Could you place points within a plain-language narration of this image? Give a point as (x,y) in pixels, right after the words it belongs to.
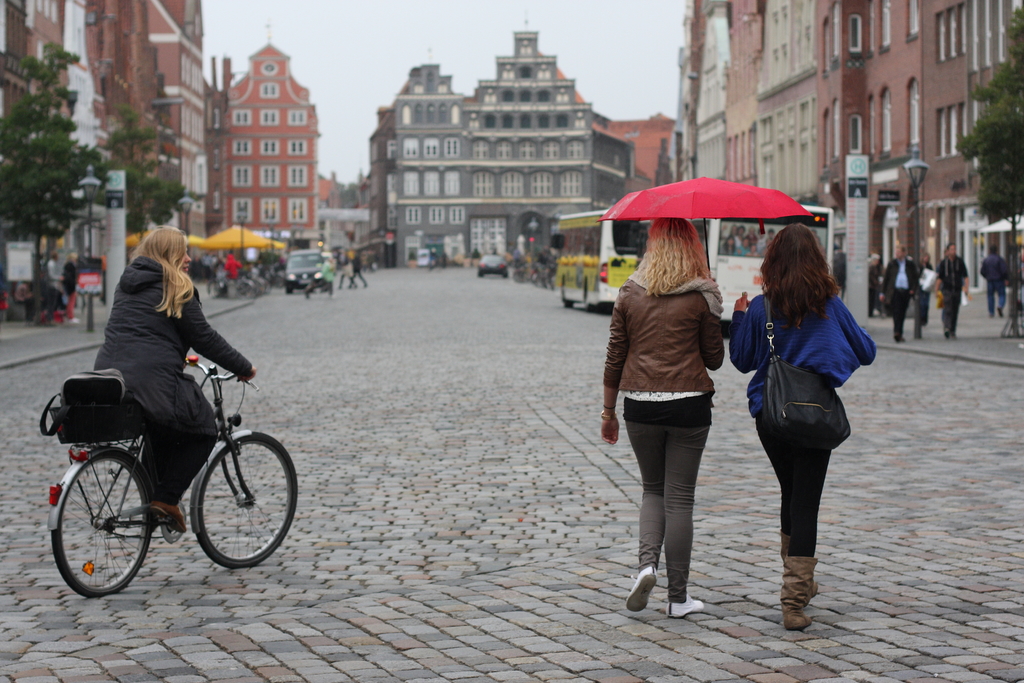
In the foreground of this image (724,422), there are two women (678,467) where a woman (807,466) is wearing a bag (796,411) and another one is holding an umbrella (724,192) are walking on the pavement (733,620) and also a woman (175,378) is riding a bicycle (209,487). In the background (888,124), there are buildings (518,122), trees (123,147), poles (917,213), boards (114,183), vehicles (627,266) moving on the road (328,296), tents (265,243) and the sky (452,38).
